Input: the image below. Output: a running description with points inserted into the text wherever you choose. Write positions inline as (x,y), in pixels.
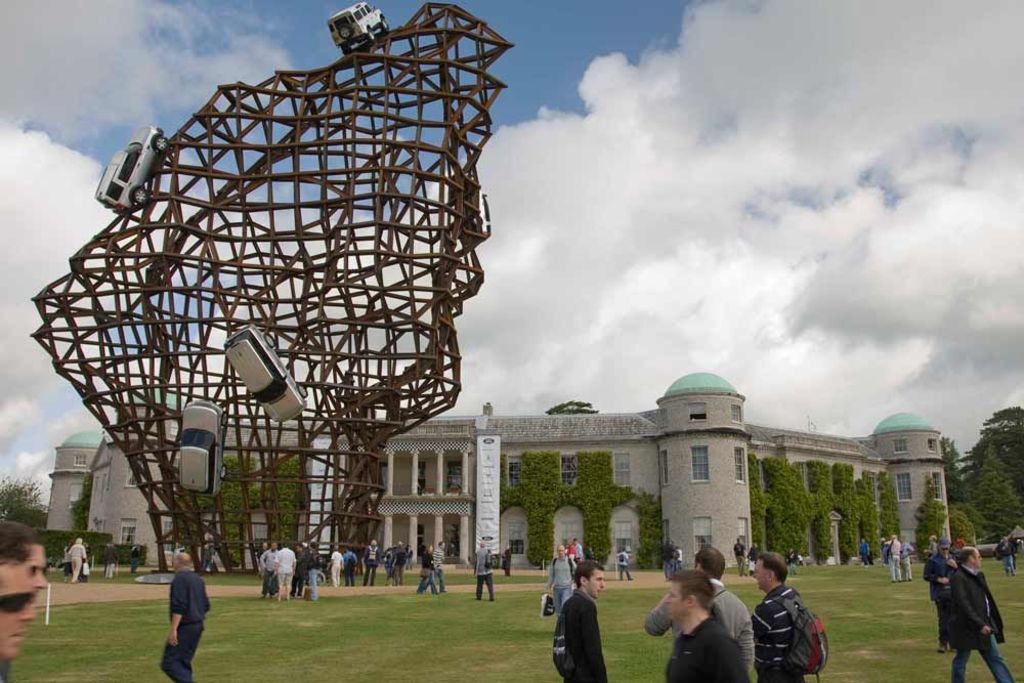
In the picture I can see a building (673,527), people (386,562) standing on the ground (372,633), the grass (367,636), trees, plants (875,542), a banner (489,537) and some other objects (373,514) on the ground (301,633). In the background (637,244) I can see the sky (649,257) and statues (208,224) in the shape of vehicle (272,367).
